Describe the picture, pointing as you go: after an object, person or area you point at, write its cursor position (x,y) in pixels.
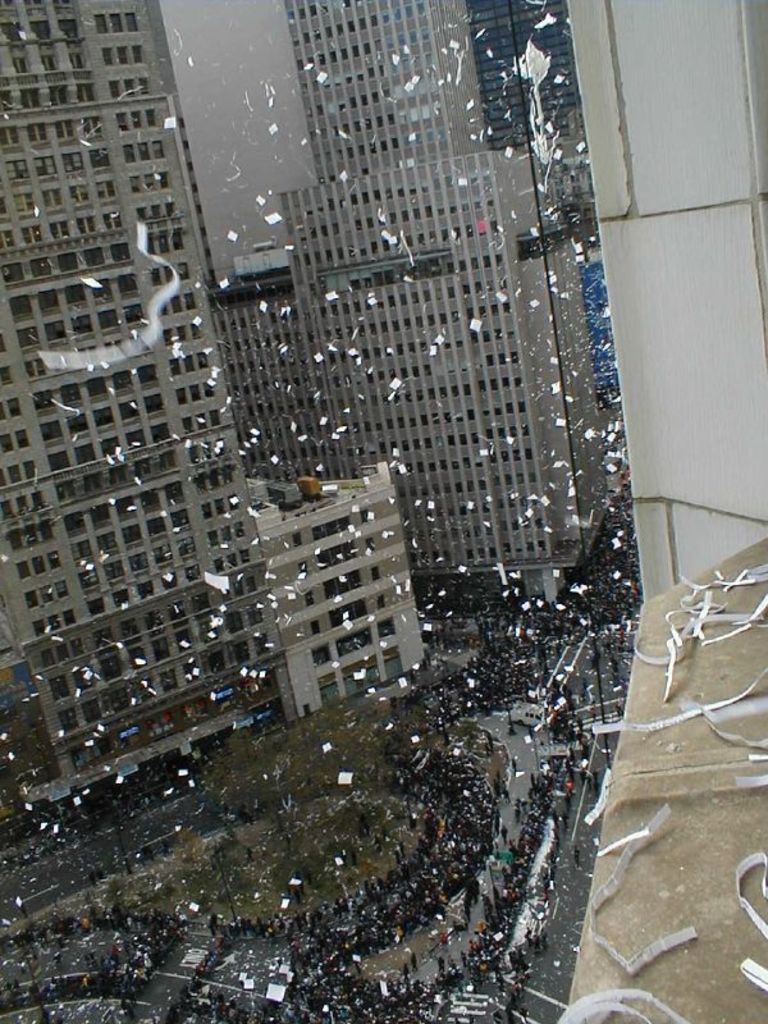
In this picture we can see buildings (366,537), papers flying in the air, trees (360,753) and a group of people (605,607) on roads (468,1011) and some objects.
